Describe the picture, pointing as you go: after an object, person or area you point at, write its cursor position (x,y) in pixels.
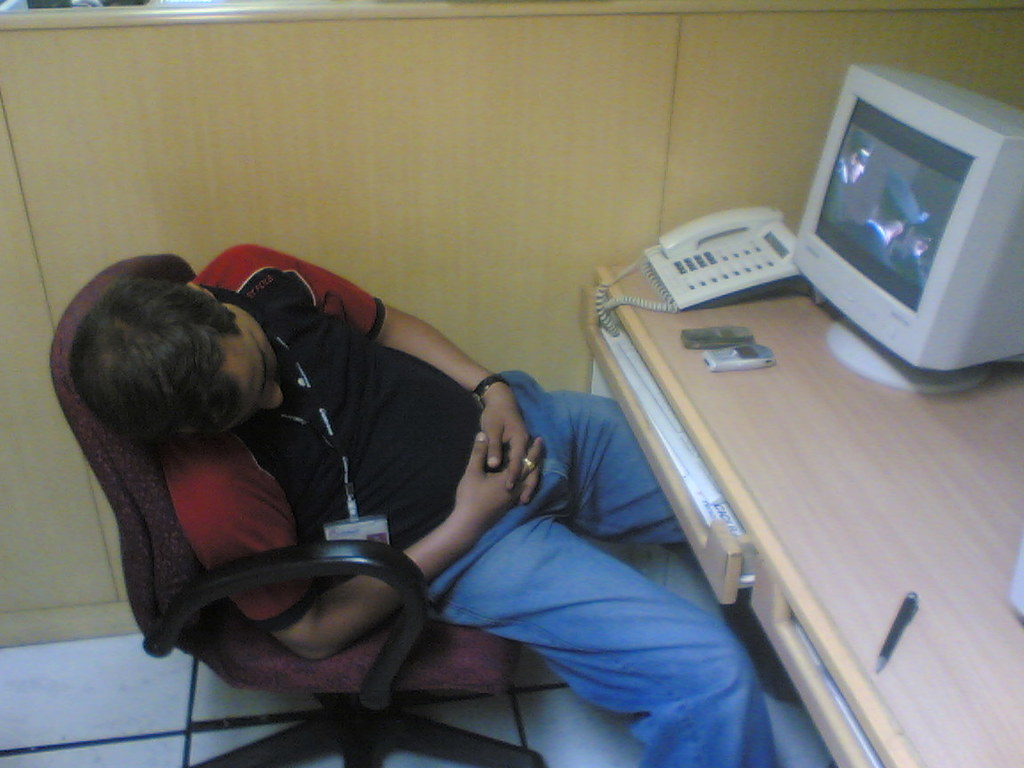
This image consist of a man (351,637) sleeping in a chair (362,669). He is wearing blue jeans (585,608). In front of him there is a desk (765,396) on which a monitor (844,305), telephone (698,279) and mobiles (733,359) are kept. In the background (496,82), there is a wooden wall (350,91). At the bottom (76,710), there is a floor (104,706).
